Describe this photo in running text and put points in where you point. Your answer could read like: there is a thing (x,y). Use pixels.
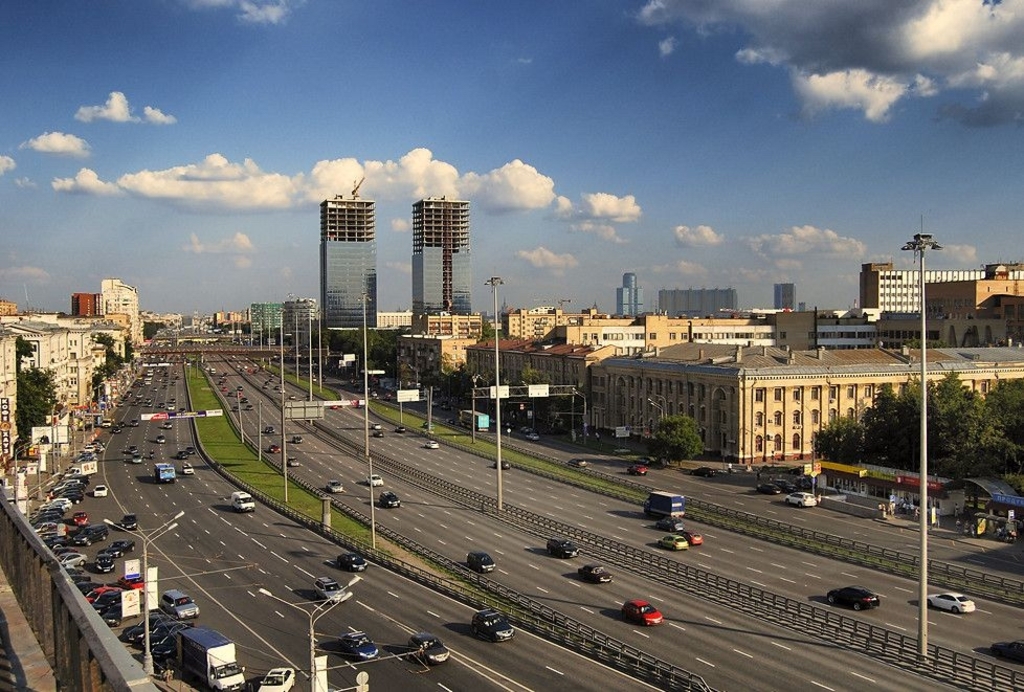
This is the top view of an image where we can see many vehicles (584,571) are moving on the road (443,539). On the left side of the image (106,586) we can see vehicles (283,682) parked on the side of the road (96,545), we can see light poles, buildings (787,379) on the either side of the image, we can see trees (963,447) and the blue color sky (549,74) with clouds (191,169) in the background (941,162).
